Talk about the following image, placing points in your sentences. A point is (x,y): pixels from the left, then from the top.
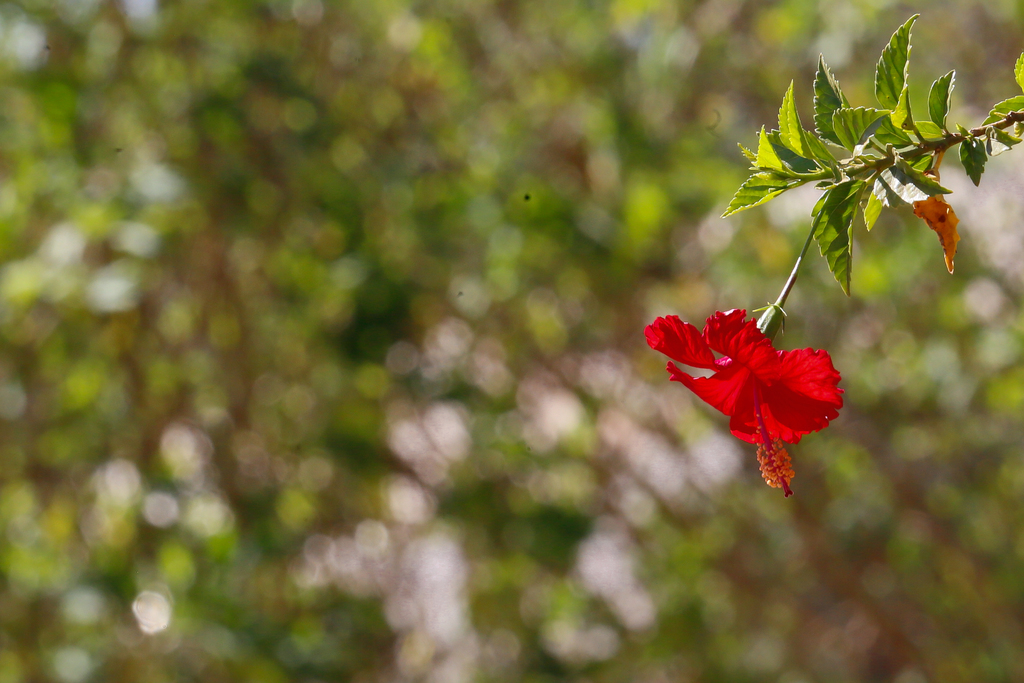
In this image in the front (733,376) there is a flower (759,323) and the background (901,476) is blurry and there are leaves (894,135) visible in the front (907,141).
